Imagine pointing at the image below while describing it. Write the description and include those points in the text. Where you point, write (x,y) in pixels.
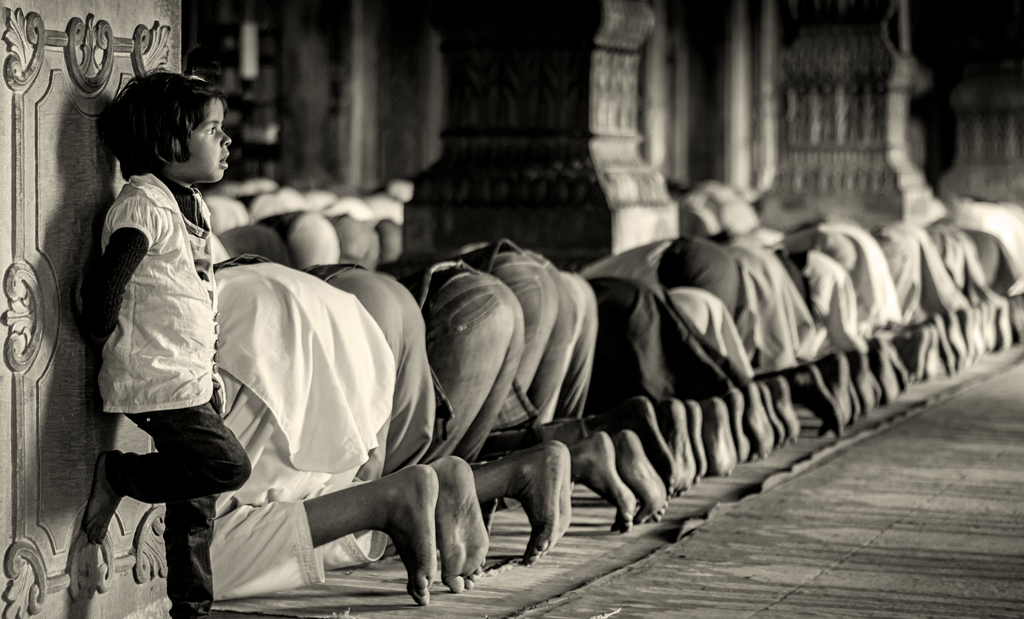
This is a black and white image in this image people (937,277) are praying, in the background (443,73) there are pillars (458,79), on the left side (68,454) there is a kid (119,374) standing near a pillar (83,264).
